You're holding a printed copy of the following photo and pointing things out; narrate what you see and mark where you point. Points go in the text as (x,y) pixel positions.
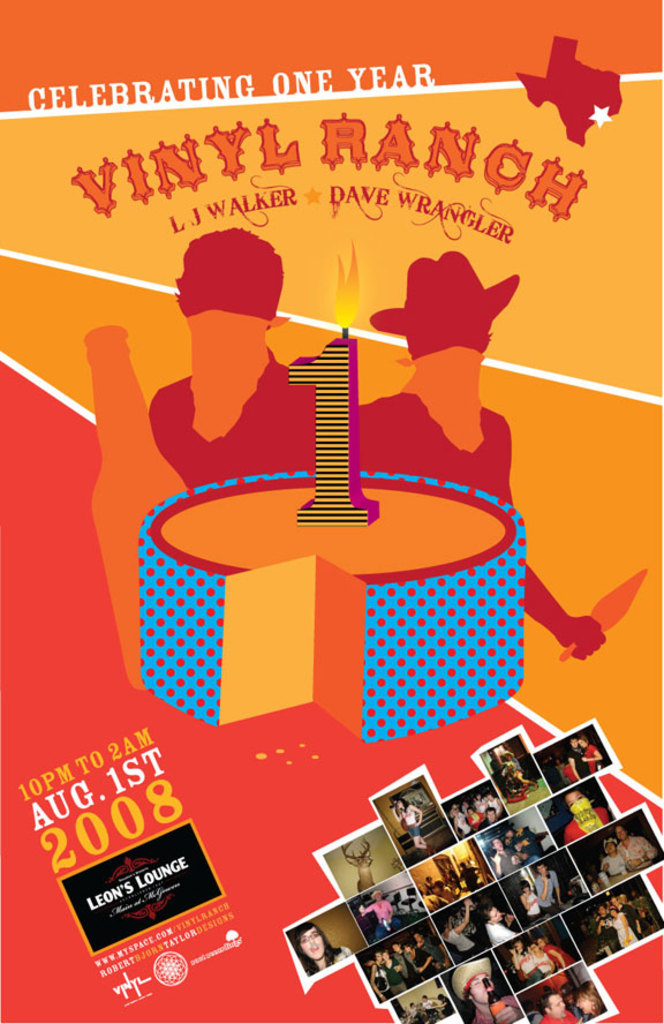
In the picture we can see a invitation poster (371,728) of one year anniversary and some photo images (567,871) to the bottom of the poster (426,830).
